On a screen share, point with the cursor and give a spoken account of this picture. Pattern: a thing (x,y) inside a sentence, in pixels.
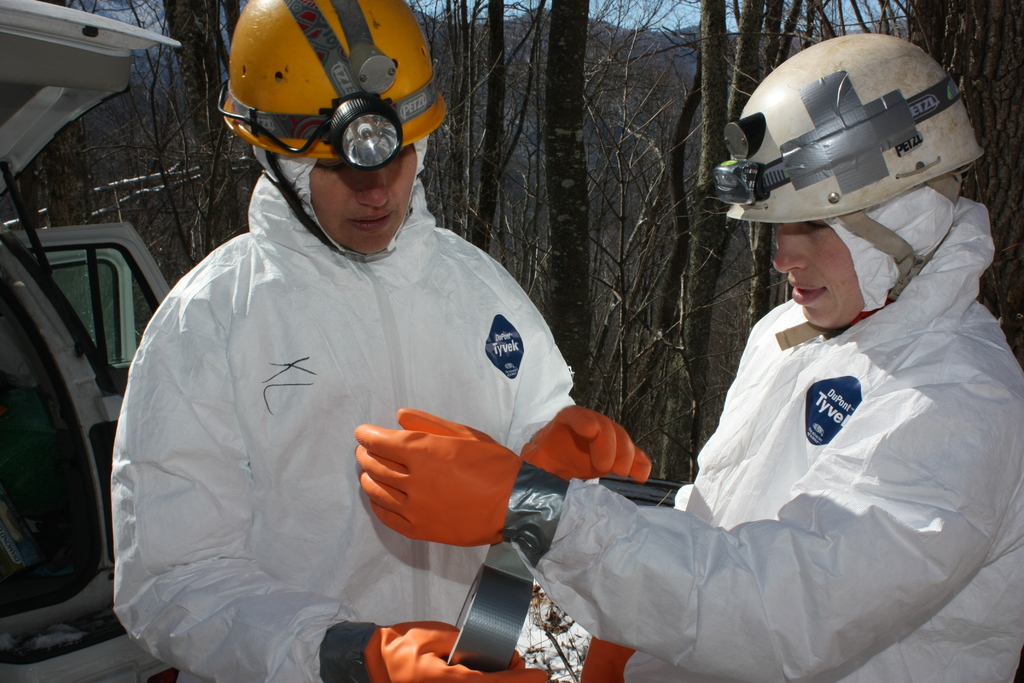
There are two people (465,472) standing. They wore safety cap lights (372,148), gloves (498,469) and white dresses (882,516). This looks like a vehicle (47,285). These are the trees (547,52) with branches (520,119).
